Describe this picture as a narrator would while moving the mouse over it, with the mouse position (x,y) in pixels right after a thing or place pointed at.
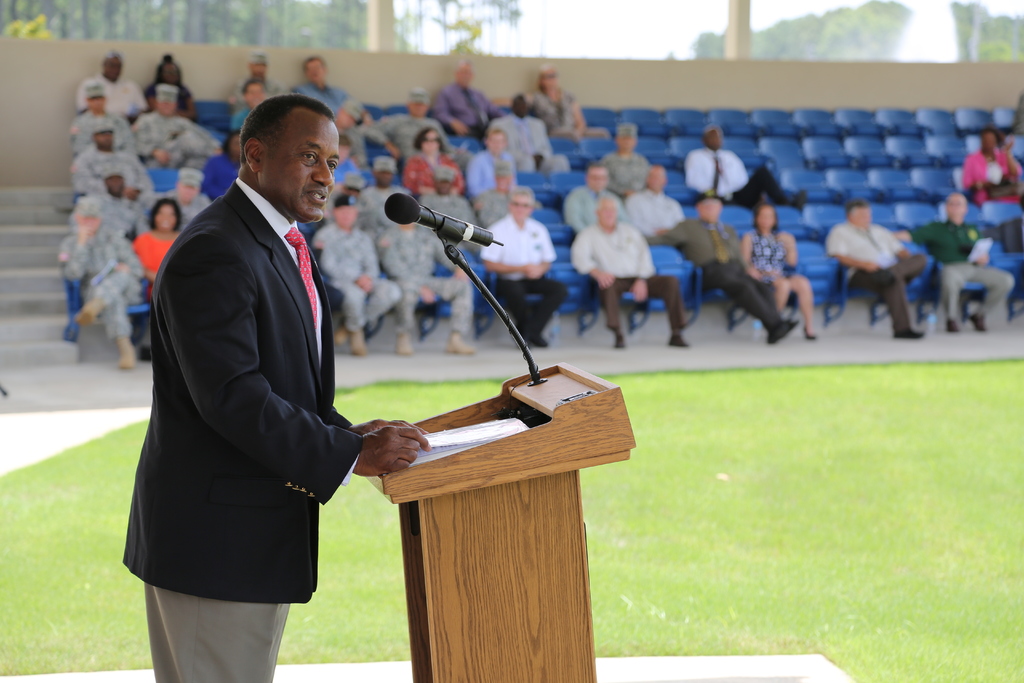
In this picture we can see a man (216,648) wore a blazer (211,304), tie (299,244), standing at the podium (446,476) and in front of him we can see a mic (424,224), papers (497,430), grass (609,536) and in the background (441,111) we can see a group of people (542,129) sitting on chairs (904,193), wall (360,76), trees (770,53) and the sky (570,43).
